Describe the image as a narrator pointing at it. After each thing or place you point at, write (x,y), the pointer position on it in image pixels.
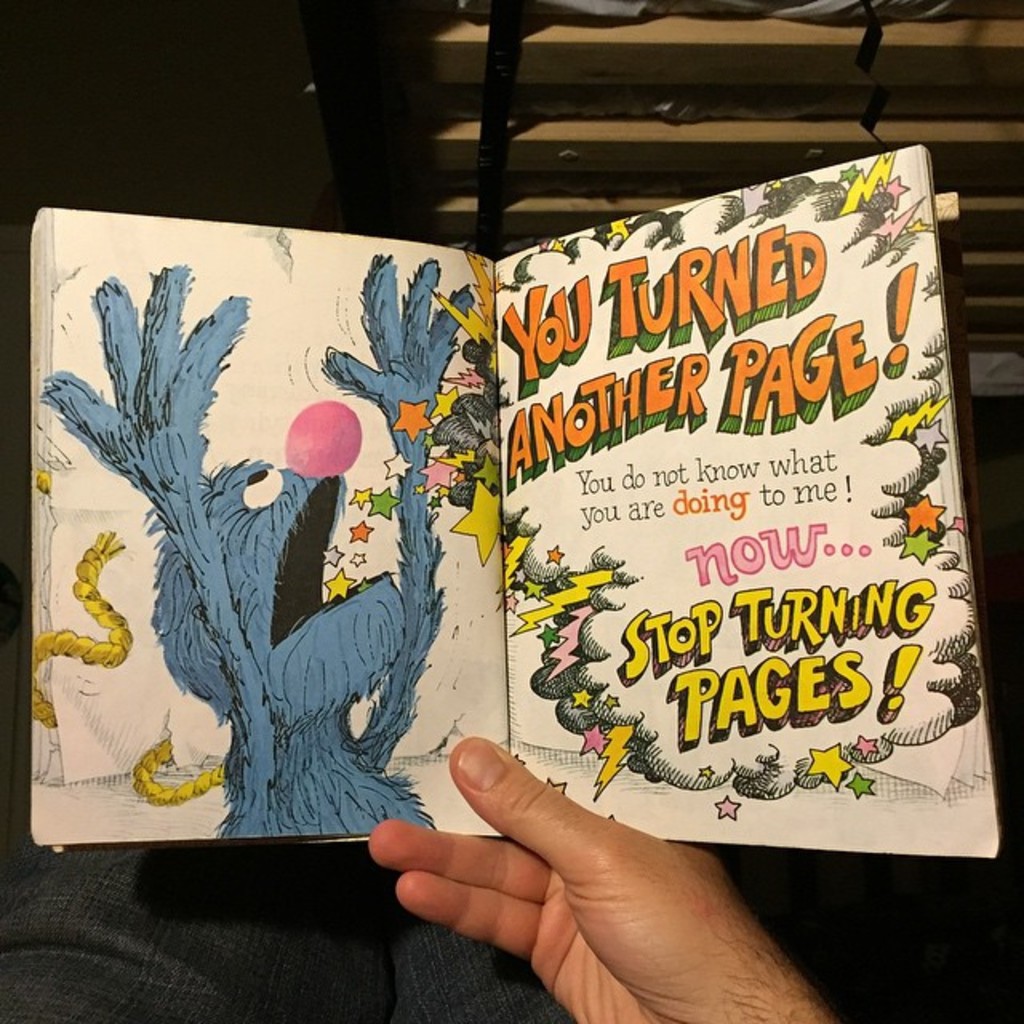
In the image there is a person (282,949) holding a book (594,461) with his hand (677,966) and only the hand (590,969) and the legs (326,937) of the person (303,939) are visible in the image.
